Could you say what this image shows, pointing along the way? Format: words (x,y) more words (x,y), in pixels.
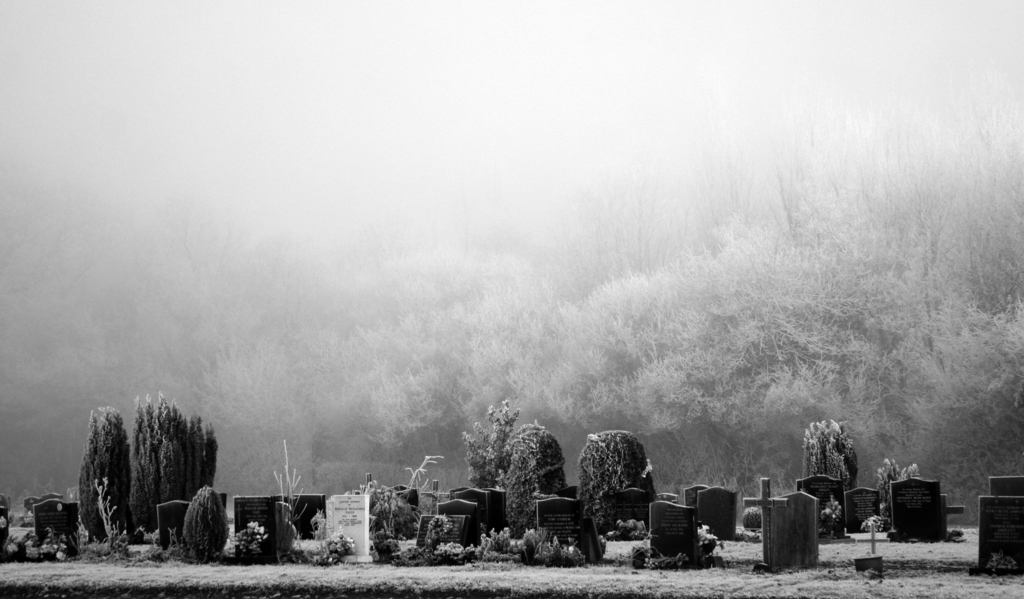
At the bottom (367,480) we can see graves (922,495), cross mark (768,529), plants (704,531) and grass (535,595). In the background (954,286) we can see many trees (425,274). At the top (500,38) we can see the fog (614,91) or snow (495,134).
